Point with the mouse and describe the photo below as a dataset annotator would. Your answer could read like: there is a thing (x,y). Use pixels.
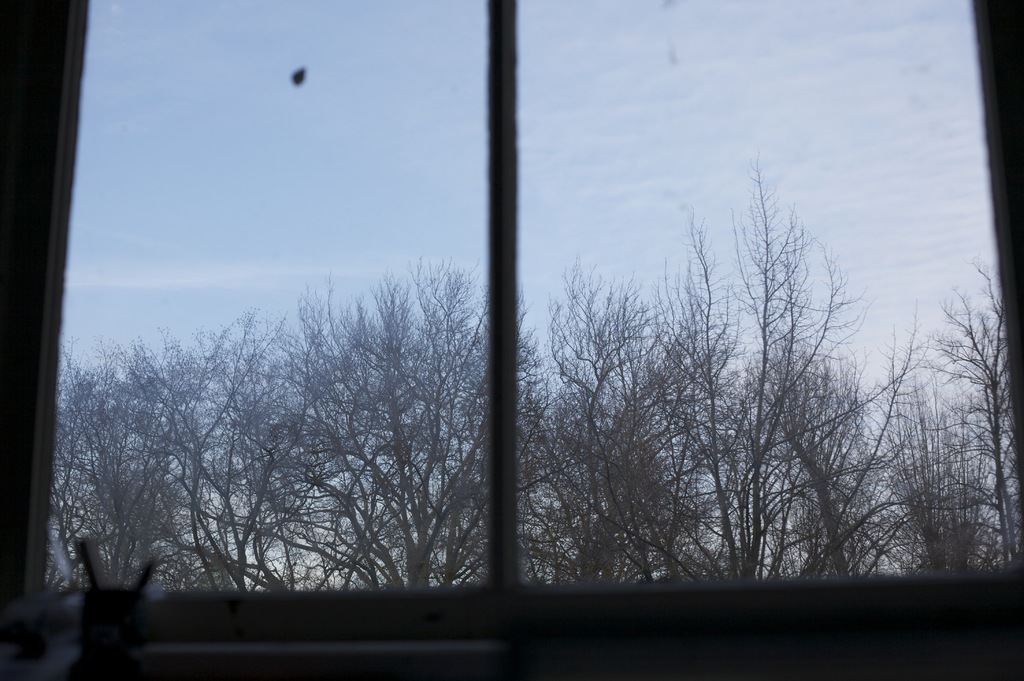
In this image I can see the window (400,427) and through the window (359,396) I can see few trees (330,453) which are brown in color and the sky (359,169).
